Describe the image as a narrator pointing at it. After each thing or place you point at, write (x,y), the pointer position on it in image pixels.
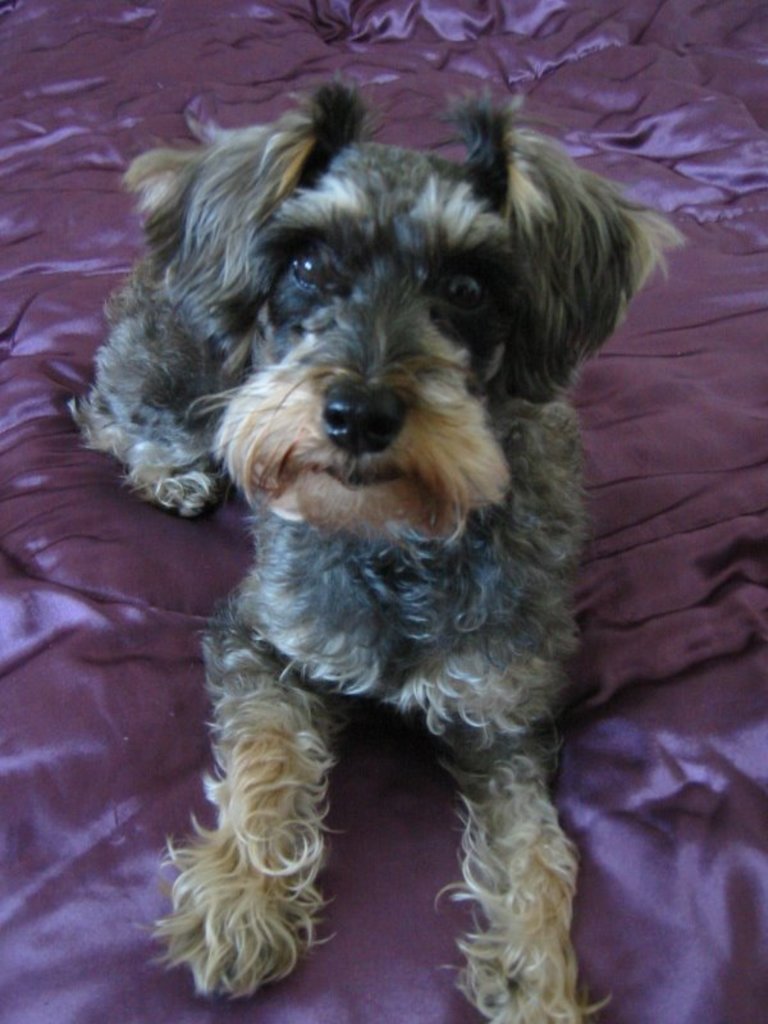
In the image there is a dog (380,336) on a purple surface (64,126).
